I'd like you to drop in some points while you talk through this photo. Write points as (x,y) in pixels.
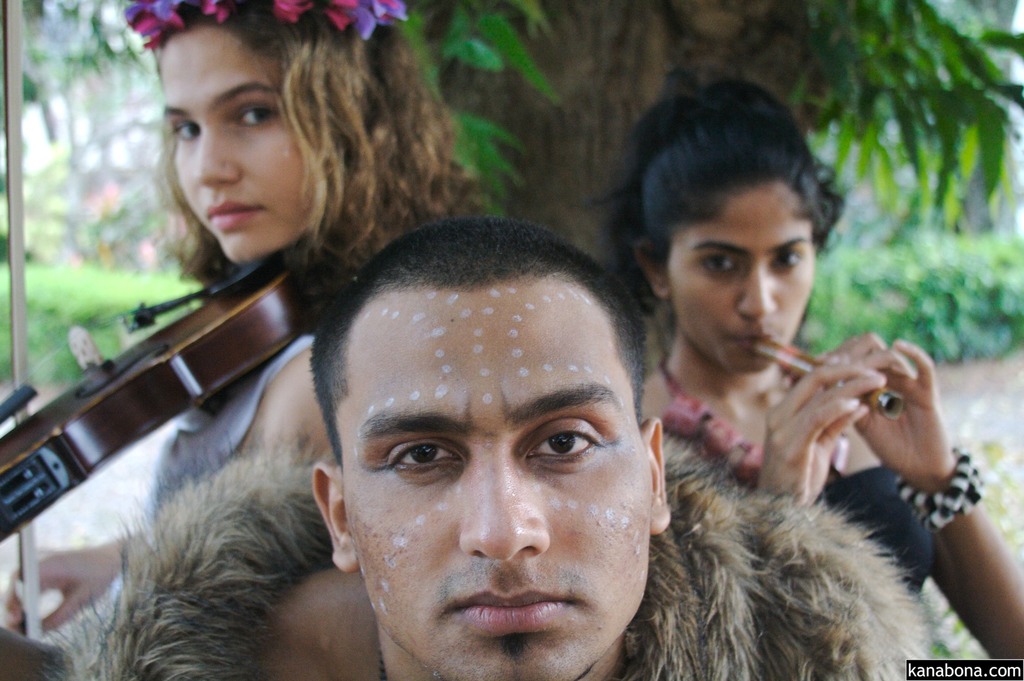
In this picture, we see three people (634,668). Woman (725,408) on the right corner of the picture (873,490) is playing flute (871,396). Woman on the left corner of picture (339,138) is playing violin (171,346) and man (201,554) in front of the picture is standing. Behind them, we see tree (496,38) and plants (171,287).
